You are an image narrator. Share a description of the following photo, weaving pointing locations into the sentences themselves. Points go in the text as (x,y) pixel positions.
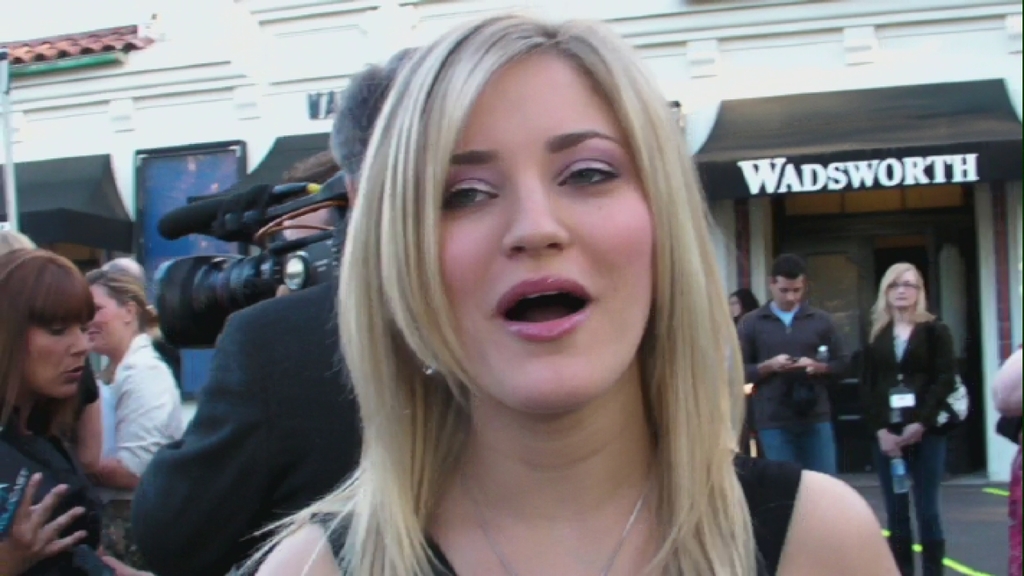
In the image a woman (398,362) is standing. Behind her few people (781,451) are standing and holding something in their hand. Behind them there is a building (997,230).
